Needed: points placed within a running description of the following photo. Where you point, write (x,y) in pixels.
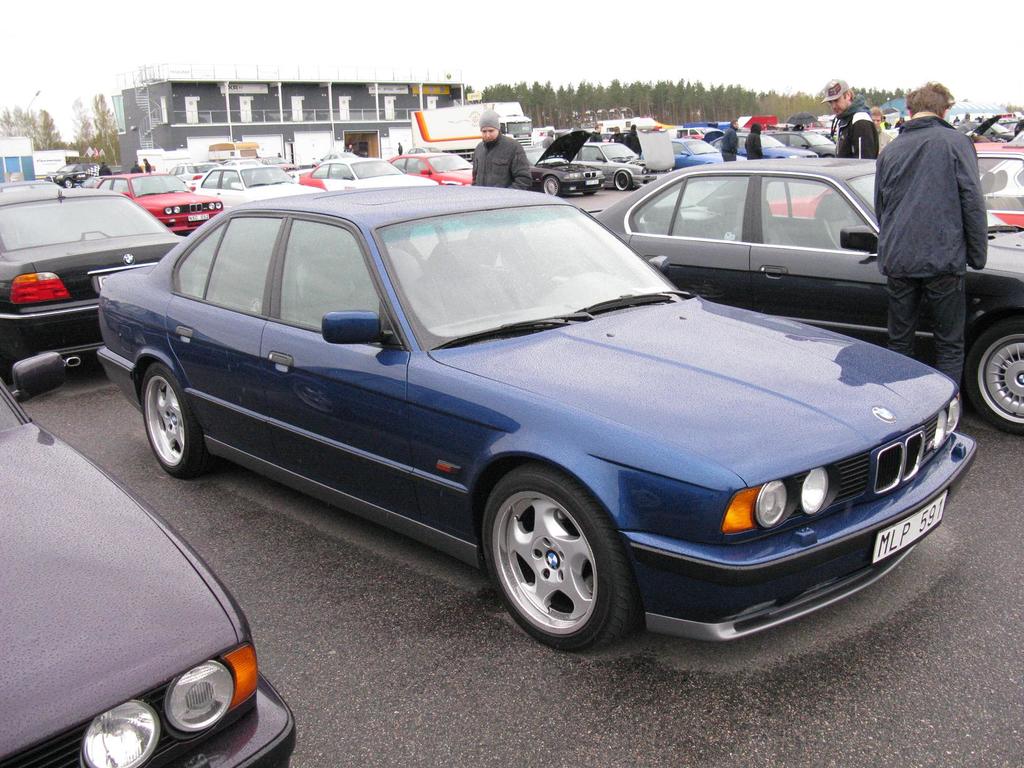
In this image we can see group of vehicles (755,218) parked on the ground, a group of people (948,217). One person (508,161) is wearing a cap (485,120). In the background (319,123), we can see a building (333,148) with doors (313,154) and group of trees (811,106) and the sky (499,53).
